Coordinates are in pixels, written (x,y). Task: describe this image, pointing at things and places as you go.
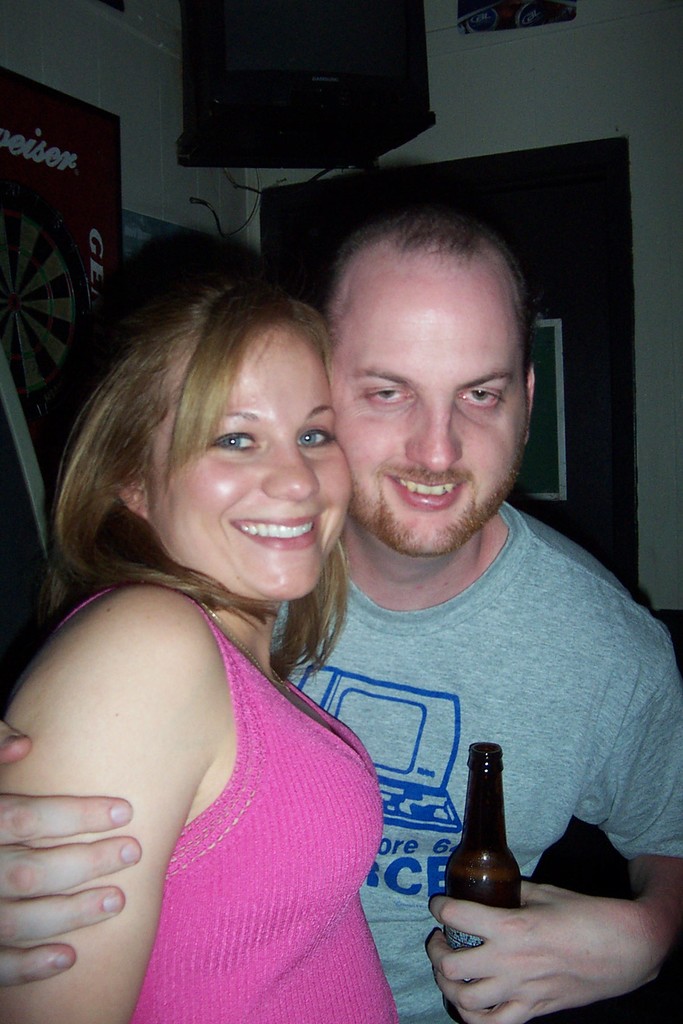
These two persons (436,501) are standing and smiling, this person (422,536) holding bottle (475,784). On the background (424,148) we can see wall (596,73), posters (15,128).
